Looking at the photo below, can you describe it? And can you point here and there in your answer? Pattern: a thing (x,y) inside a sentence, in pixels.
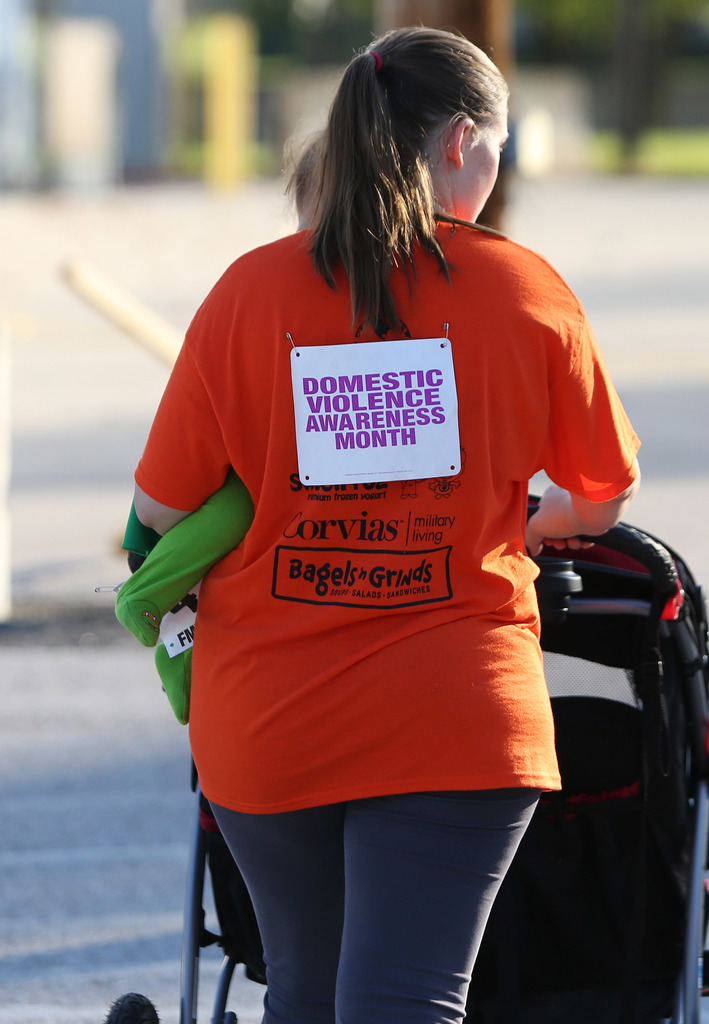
In the center of the image (340,369) there is a woman (359,159) and trolley (582,673) on the road (128,878).
